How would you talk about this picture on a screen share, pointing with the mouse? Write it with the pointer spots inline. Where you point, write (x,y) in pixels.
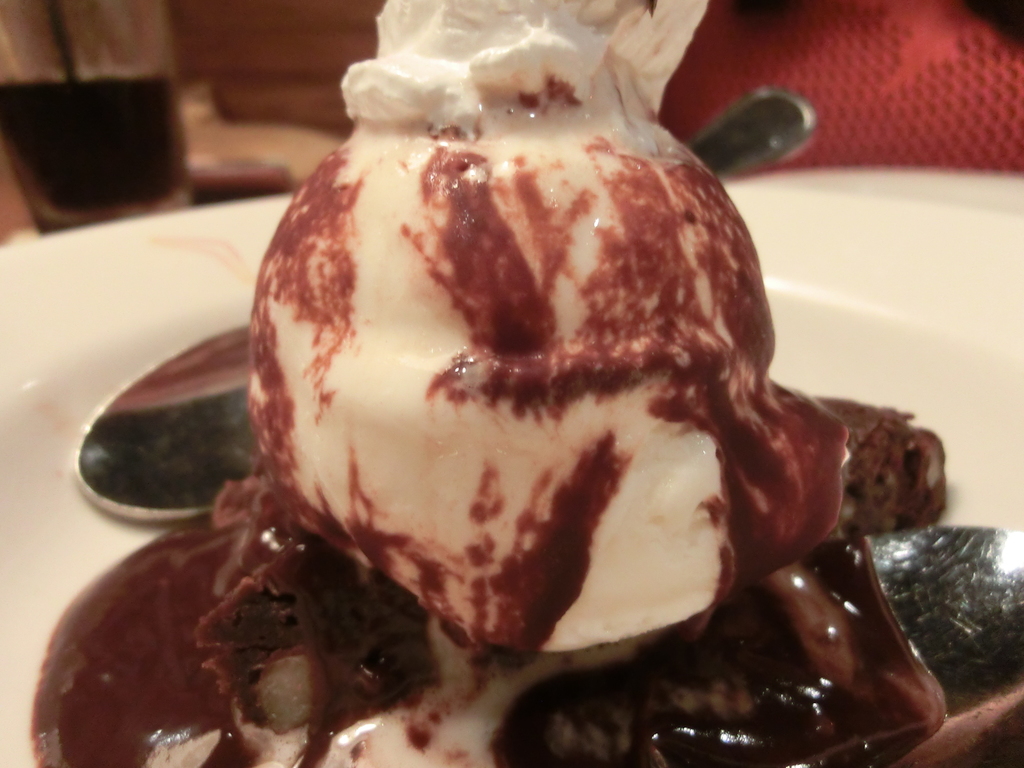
In this image, I can see an ice cream (489,617) on a piece of cake (659,636) and two spoons (219,397) on a plate (843,313). In the background (204,172), there are few objects (133,136).
